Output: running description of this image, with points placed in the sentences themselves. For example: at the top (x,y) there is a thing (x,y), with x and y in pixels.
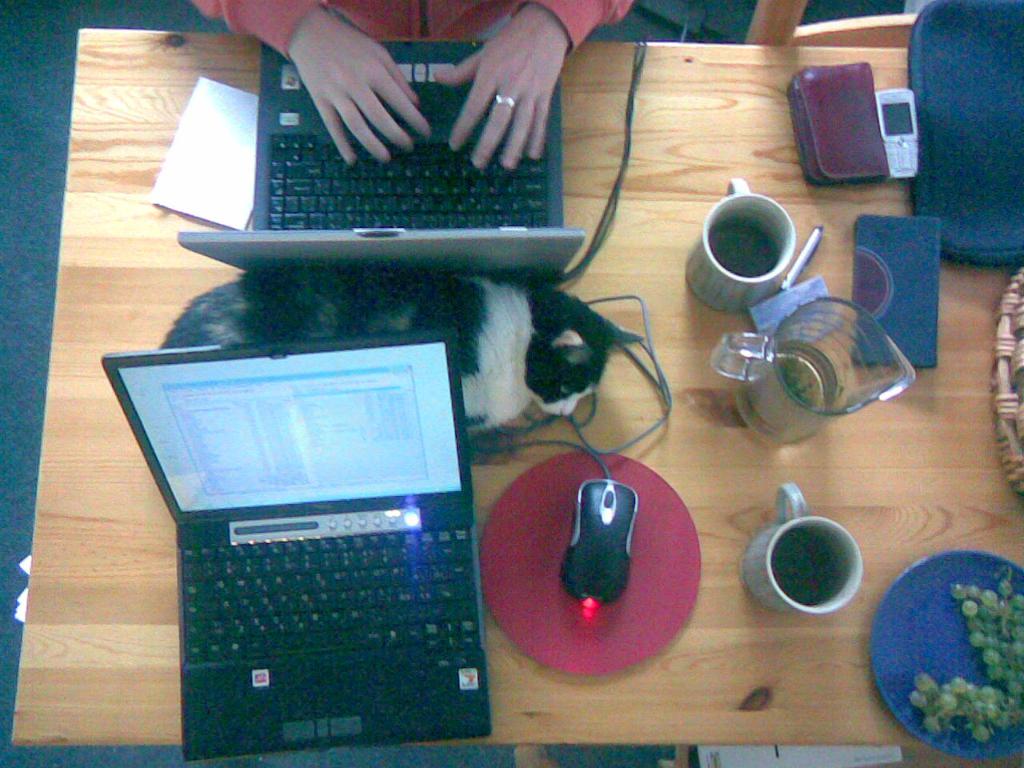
In this image we can see a cat (493,349) is sleeping in between two laptops (386,340). There are mouse (598,583), cups (771,541), jar (816,414), mobile phones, plates (917,599) and fruits (973,691) on the table (970,352).
